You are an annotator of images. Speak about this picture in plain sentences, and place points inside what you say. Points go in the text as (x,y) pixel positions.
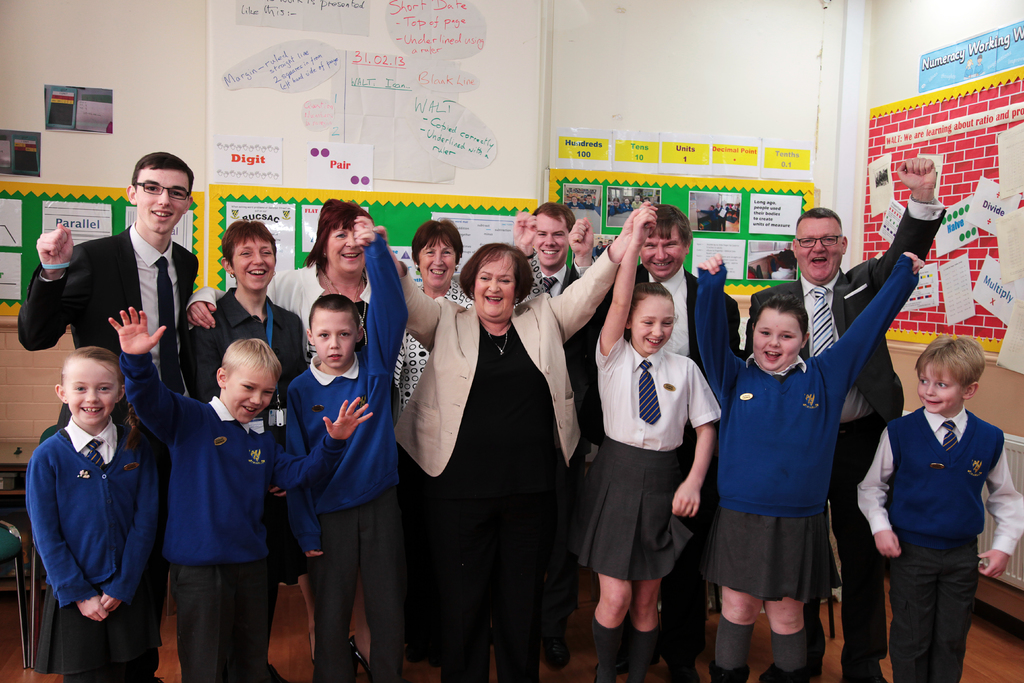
Here we can see group of people (716,435) standing on the floor (299,616) and they are smiling. In the background (192,80) we can see posters (442,149) and a wall (3,332).
